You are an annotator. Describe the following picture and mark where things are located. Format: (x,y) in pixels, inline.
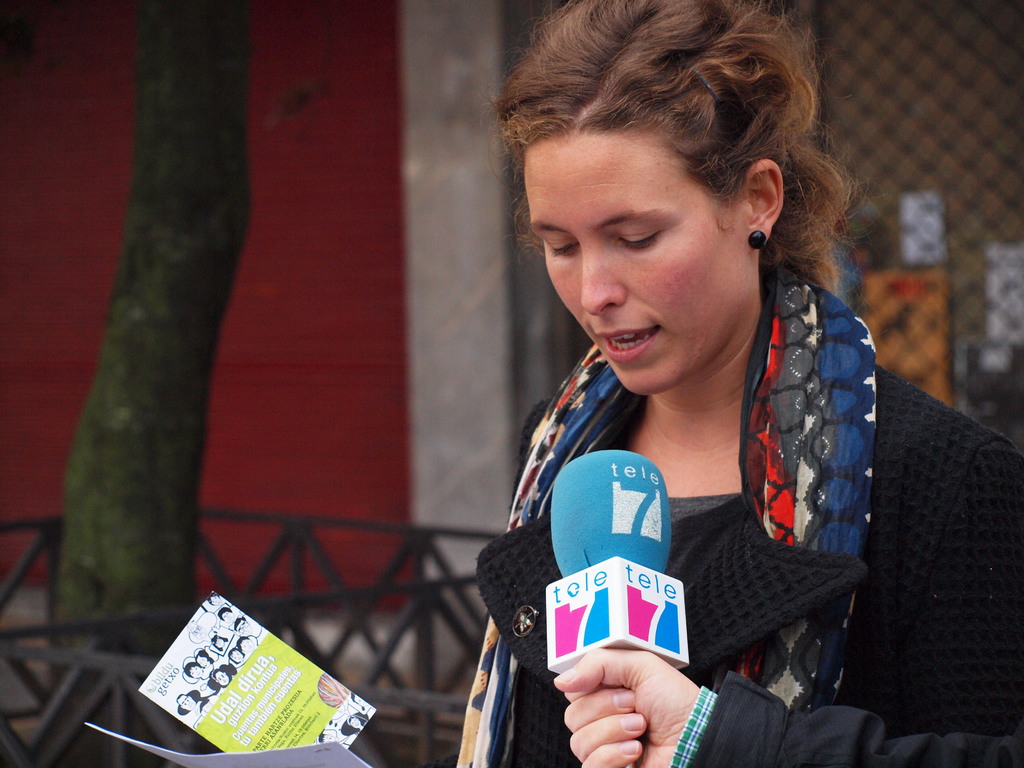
In this image I can see a woman (945,571) wearing black jacket (955,563) is holding few papers (308,719) in her hand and I can see a person's hand (669,710) holding a microphone (627,632). In the background (391,521) I can see the railing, a tree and the building (350,465).
